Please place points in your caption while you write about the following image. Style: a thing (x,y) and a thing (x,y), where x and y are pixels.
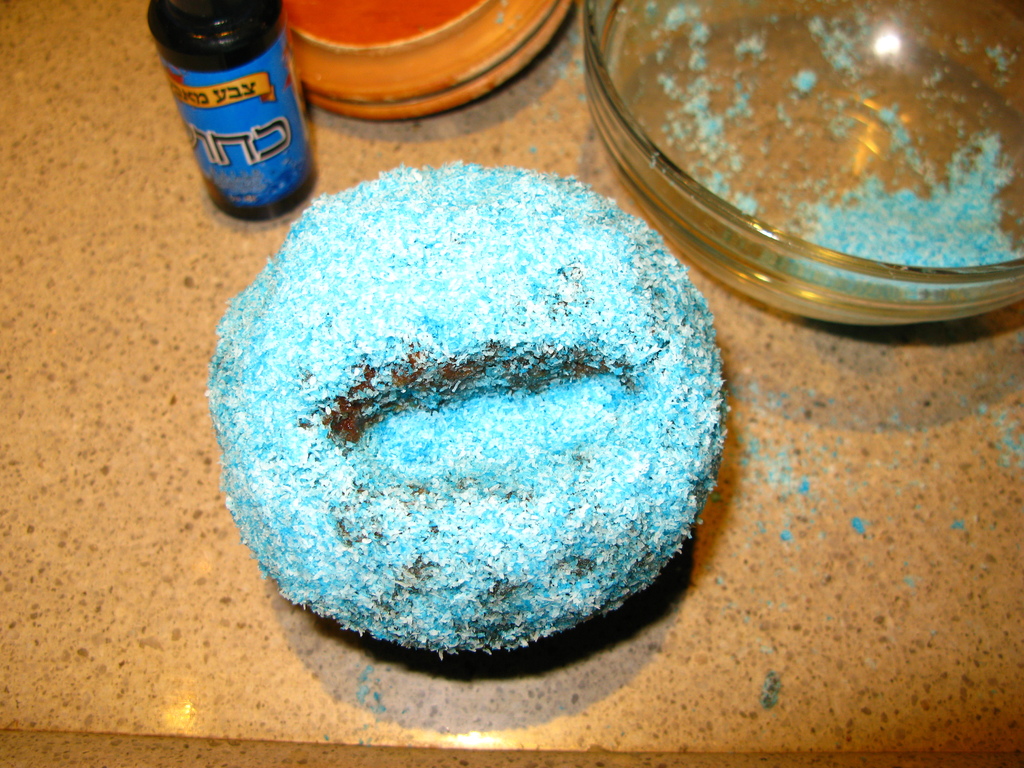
In the center of the image (481,416), we can see a dessert (409,340), bowls (369,63) and there is a bottle (246,132) are on the table (797,652).
